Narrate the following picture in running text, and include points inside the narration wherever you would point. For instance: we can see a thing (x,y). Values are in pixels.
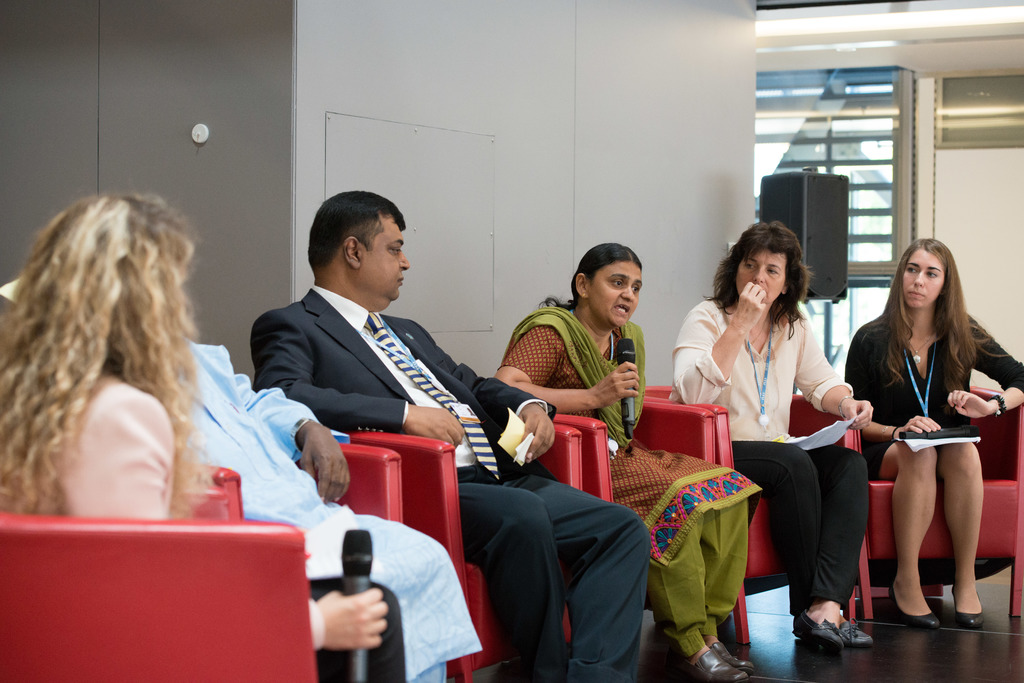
In this image we can see persons (479,451) sitting on the chairs (254,543). In the background (767,204) there is speaker (806,200), window (780,109) and wall (294,107).
